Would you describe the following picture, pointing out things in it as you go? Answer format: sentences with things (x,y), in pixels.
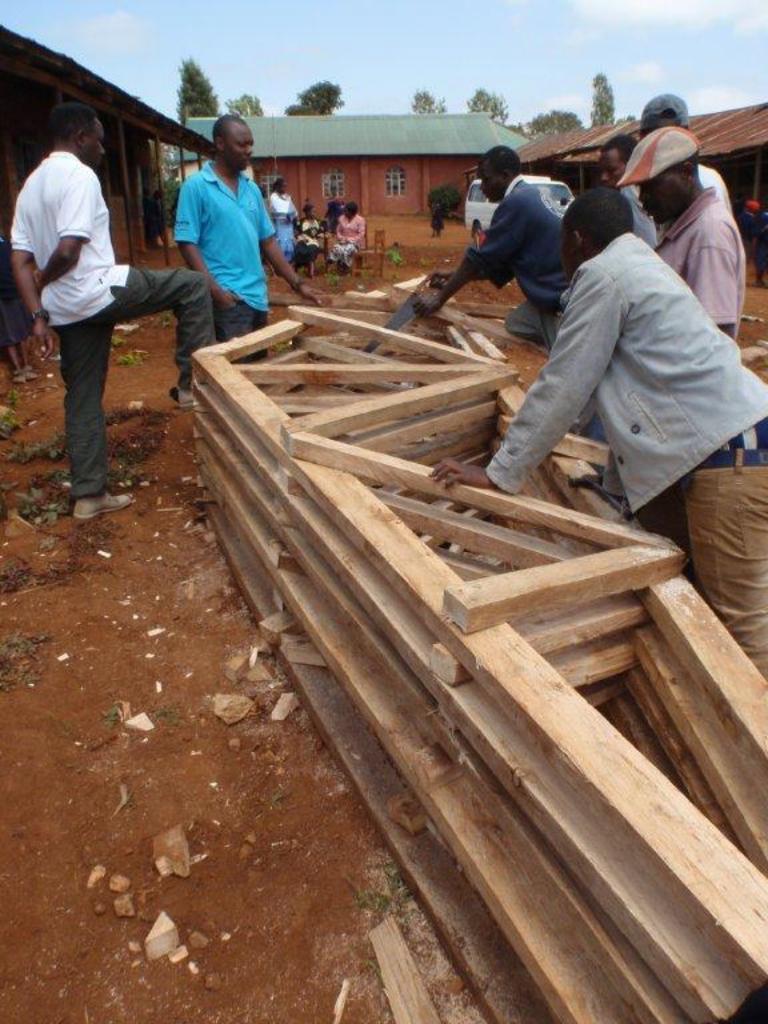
In this image I can see some people (689,237) are doing something with the wood (489,572). In the background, I can see the trees (491,103) and clouds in the sky (410,39).
